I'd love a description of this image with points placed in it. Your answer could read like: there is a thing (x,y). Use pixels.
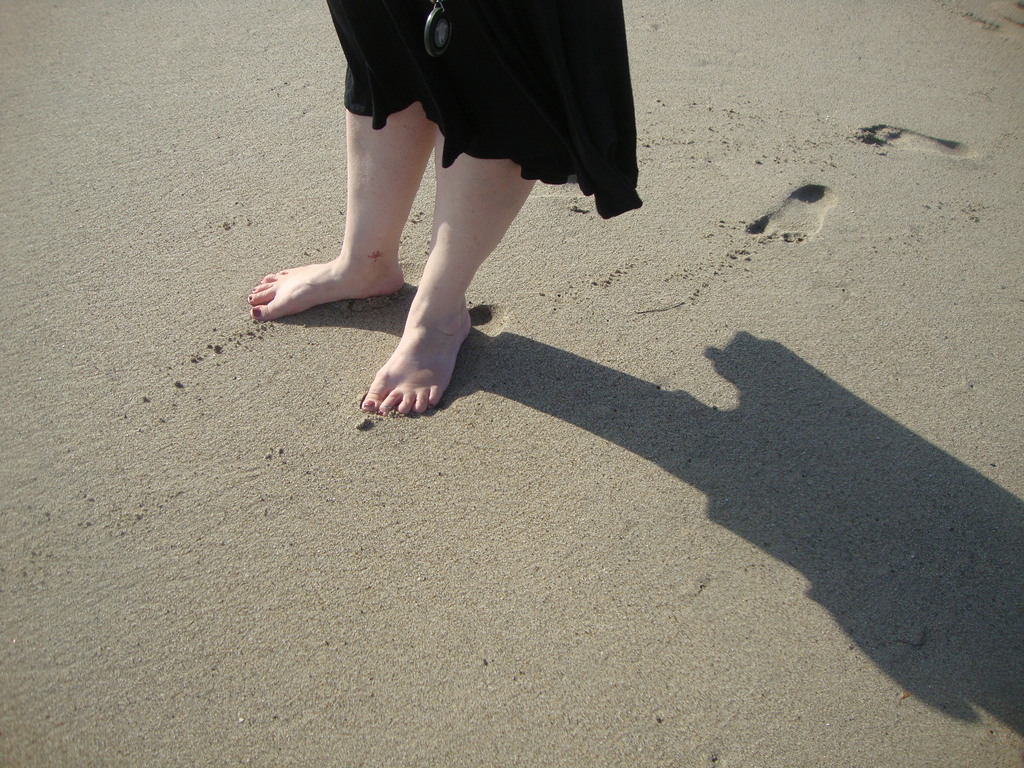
In this image we can see the legs (457,172) of a person (432,279) on the sand (546,424), also we can see footprints (792,200), and the shadow (805,401).
